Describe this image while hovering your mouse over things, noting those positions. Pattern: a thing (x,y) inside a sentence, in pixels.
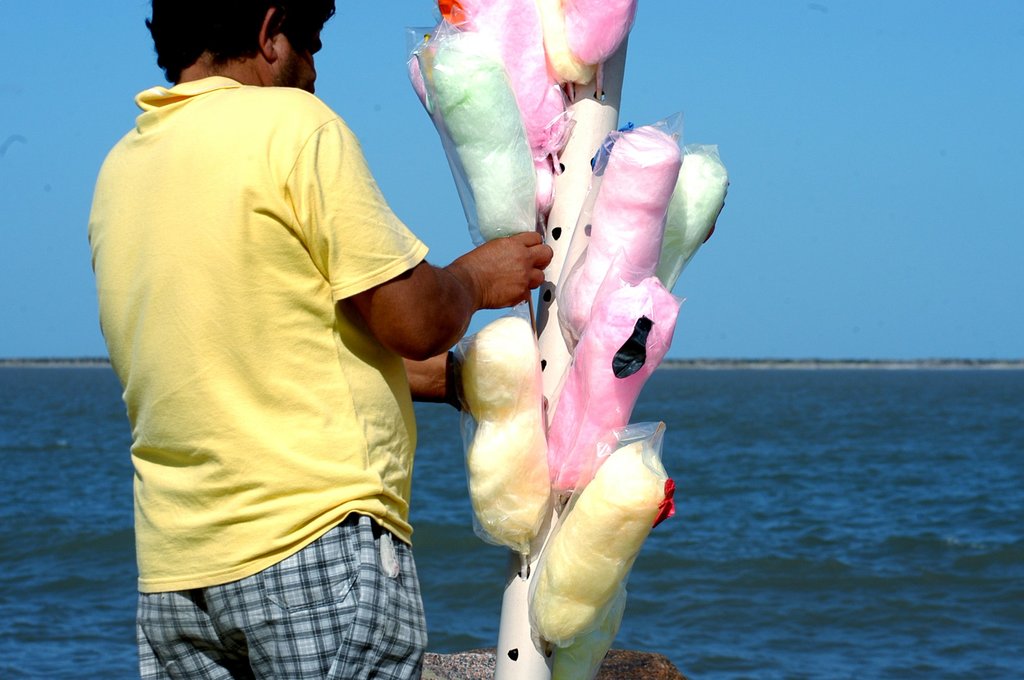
In the center of the image (395,371) a man (245,241) is standing and holding a cotton candy (536,390). In the background of the image (801,440) water (678,465) is there. At the top of the image (824,119) sky (850,86) is there.
